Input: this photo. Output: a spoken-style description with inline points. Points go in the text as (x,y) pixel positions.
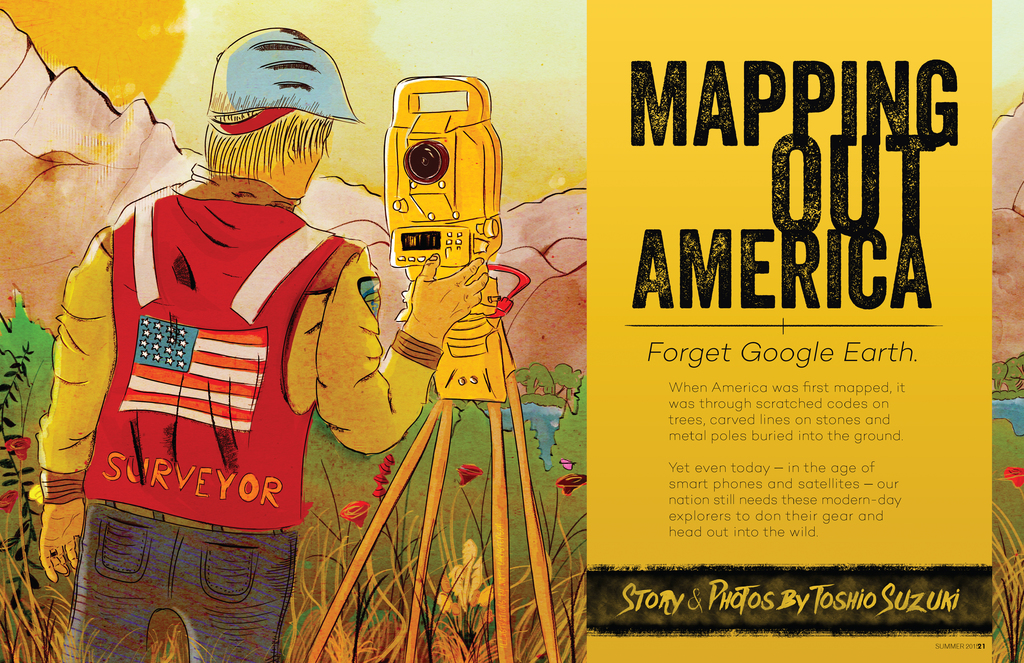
In this image I can see it looks like a painted picture. And there is some text (808,271) written in it. And at the side there is a person (252,409) holding a camera (429,135). And there are stand (372,542), Plants (402,517), Trees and flowers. And there is a mountain (523,234).
